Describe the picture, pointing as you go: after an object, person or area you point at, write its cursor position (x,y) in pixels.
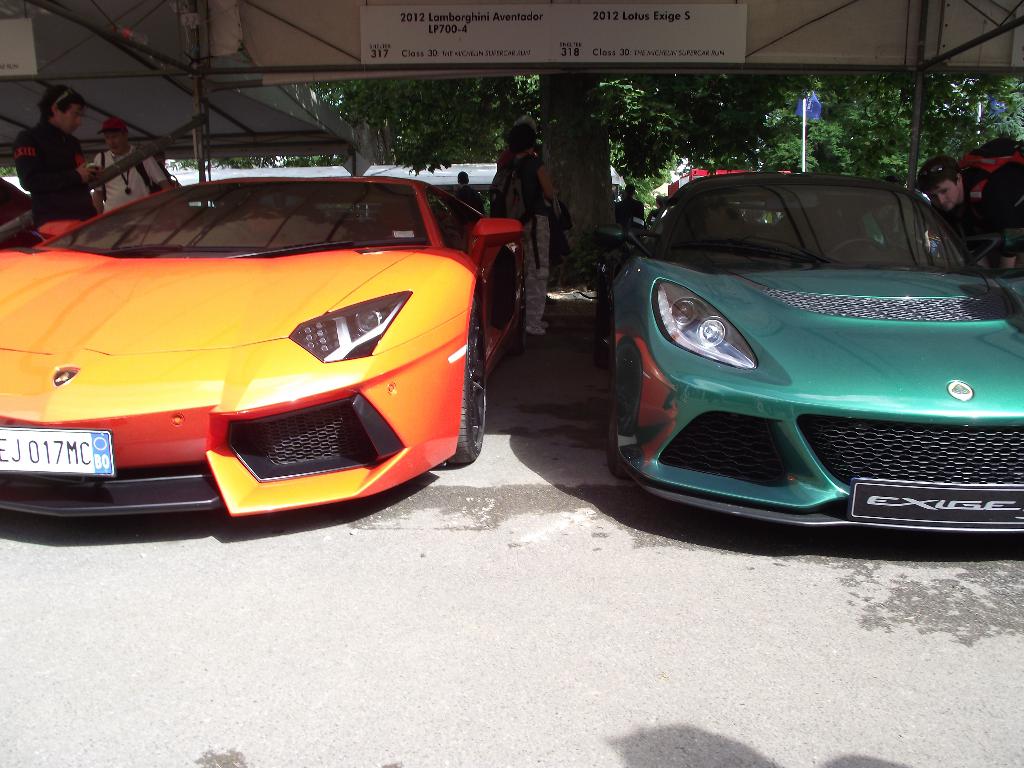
In this picture there are two cars (639,284) under the shed (804,26) and there are group of people (28,145) standing. At the back (1004,91) there is a shed (187,86) and there are trees (991,90) and there is a pole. At the top (27,65) there are boards (579,53) and there is text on the boards (546,19). At the bottom (195,743) there is a road (281,705).
